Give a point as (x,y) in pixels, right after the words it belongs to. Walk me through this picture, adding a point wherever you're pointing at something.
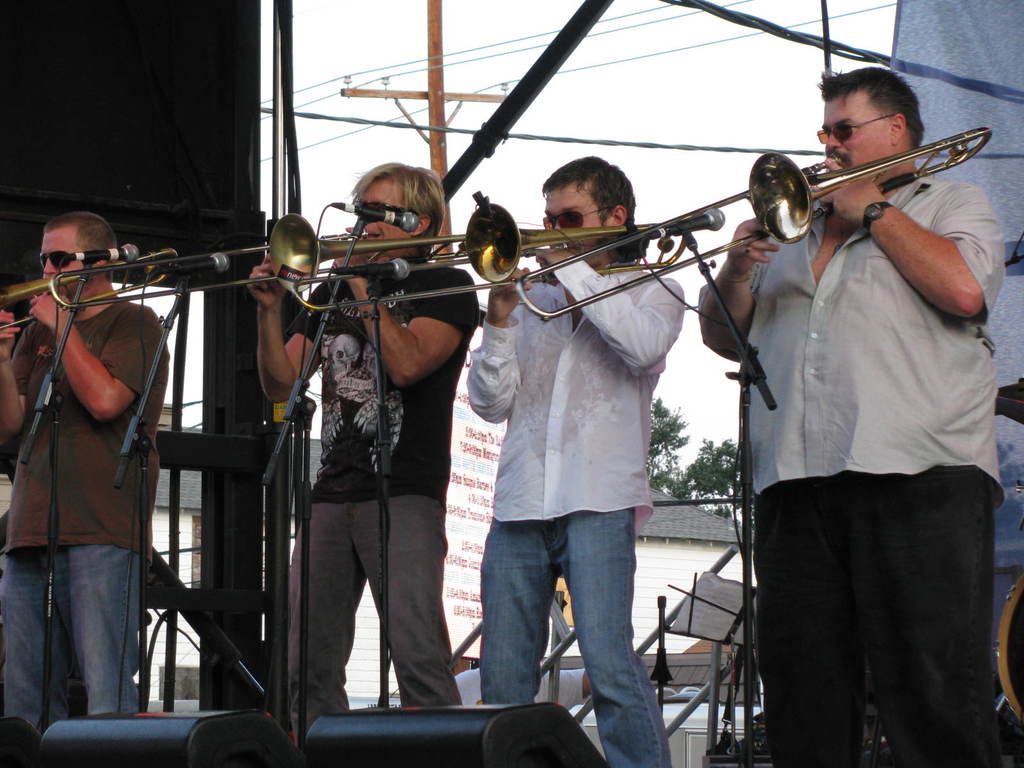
In this picture there are men (548,485) in the center of the image (545,464), those who are playing the trombones (514,227) and there are mics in front of them, there are wires (737,13) at the top side of the image (704,5) and there is a house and a tree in the background area of the image (672,472).
